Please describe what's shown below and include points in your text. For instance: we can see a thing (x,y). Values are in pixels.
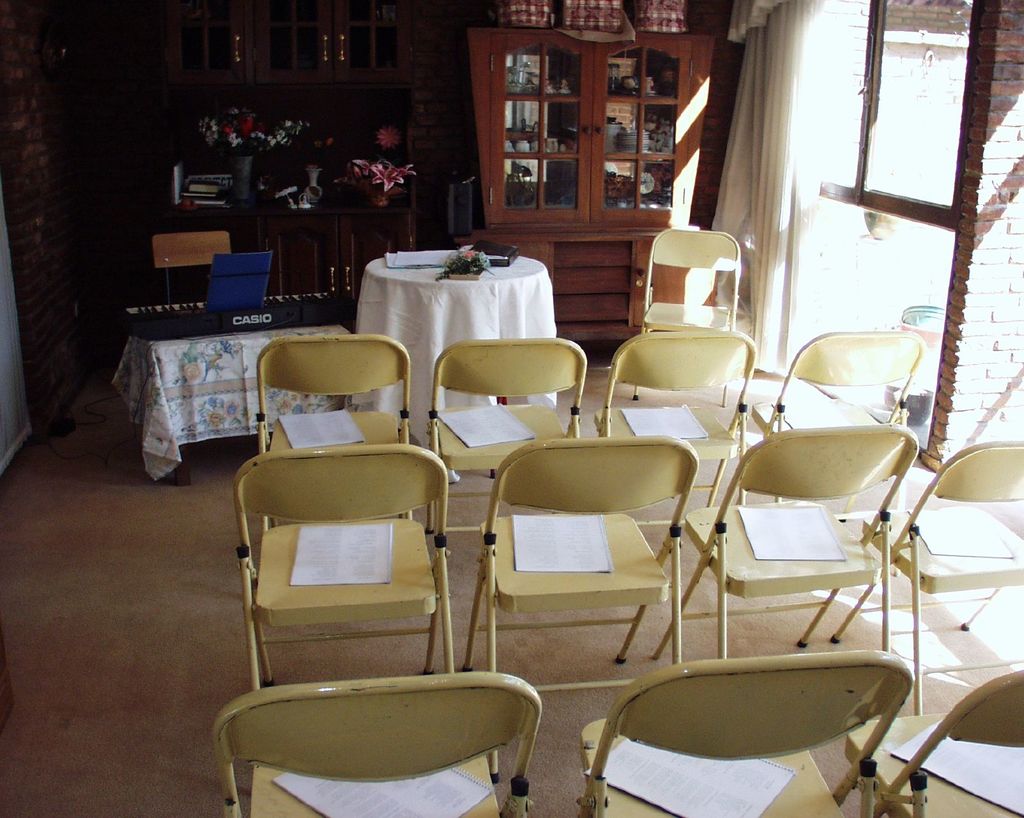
In this image few chairs (508,497) are having papers (456,772) on it. There is a table (177,344) having a piano (230,325) on it. Behind there is a chair (180,247). Beside there is a table (416,291) covered with cloth (499,304) having few objects (487,260) in it. Background (396,155) there are few shelves (411,156) having few books (193,186) and flower vases (374,188) in it. Beside there is a furniture (570,169). Right side (1010,166) there is a brick wall (978,194) having a window (866,185) to it.
